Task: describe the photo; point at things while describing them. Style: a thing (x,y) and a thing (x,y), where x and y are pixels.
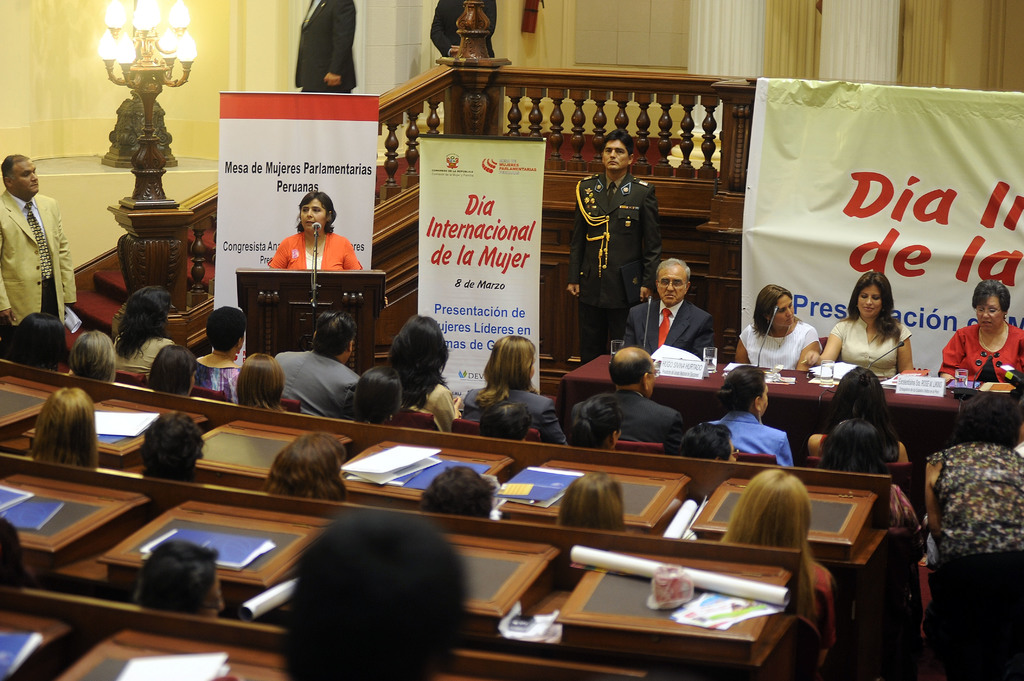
In this image I can see some people (969,484). I can see some objects (437,460) on the table (694,396). In the background (387,181), I can see the stairs (92,270) and the light (161,79).
